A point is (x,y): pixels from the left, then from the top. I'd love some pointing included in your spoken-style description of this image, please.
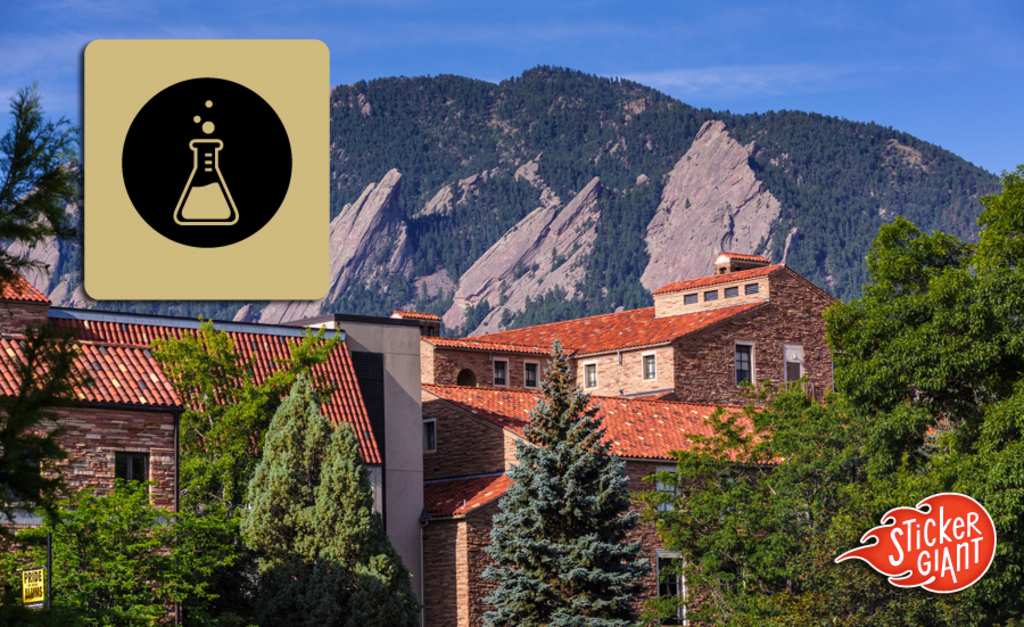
In this image there are trees (734,549), buildings (139,433), a board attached to the pole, hills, sky (667,39), watermarks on the image.
